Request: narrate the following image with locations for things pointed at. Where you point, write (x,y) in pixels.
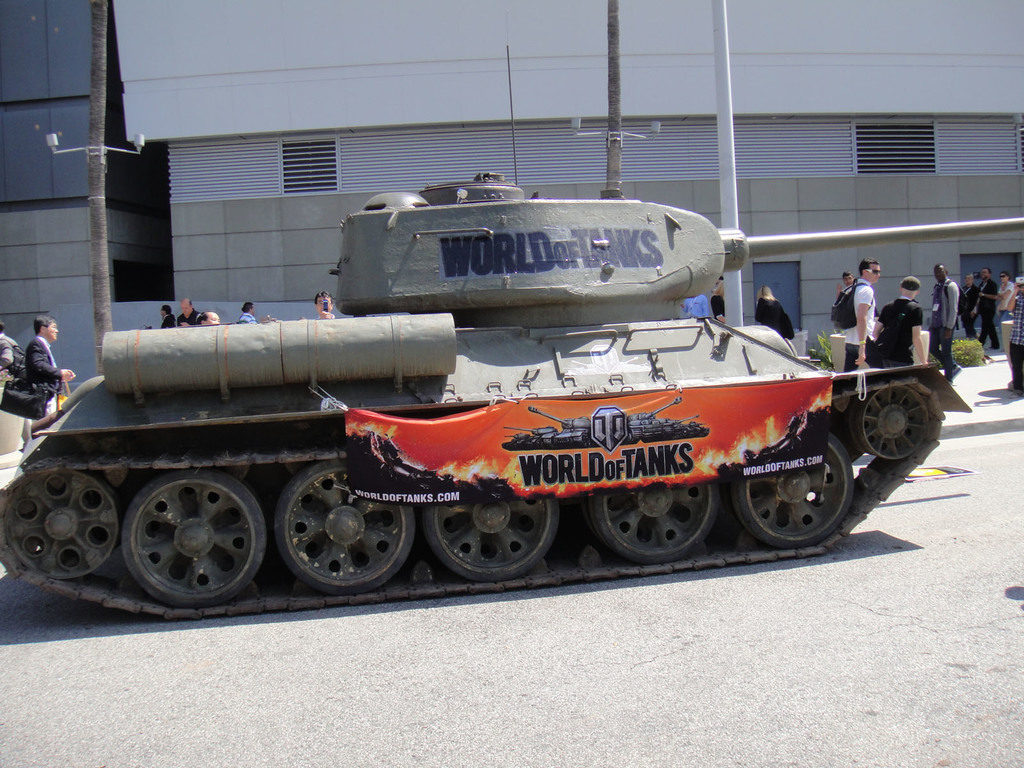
In the picture we can see a road (795,669) we can see a army tank (71,520) and beside it we can see a path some people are walking on it and behind them we can see a building wall (913,195) with some doors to it.
